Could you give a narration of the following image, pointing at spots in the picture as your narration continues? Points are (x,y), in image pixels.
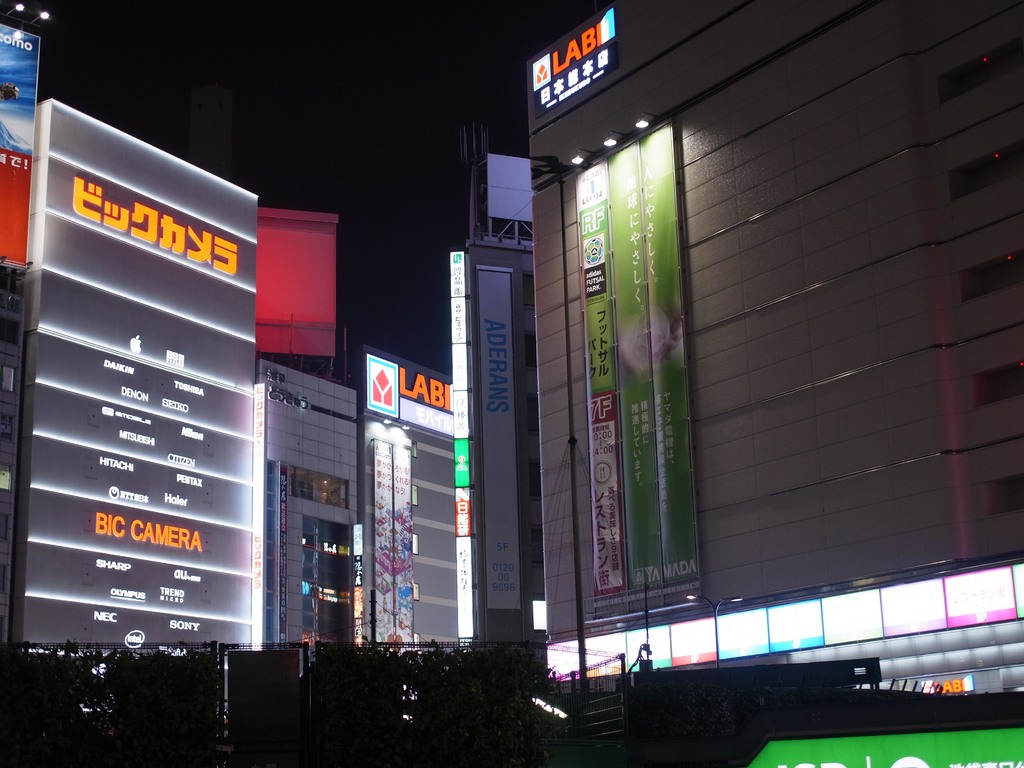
This is an image clicked in the dark. Here I can see some buildings (929,290) and name boards (463,306) with the lights (259,420).
